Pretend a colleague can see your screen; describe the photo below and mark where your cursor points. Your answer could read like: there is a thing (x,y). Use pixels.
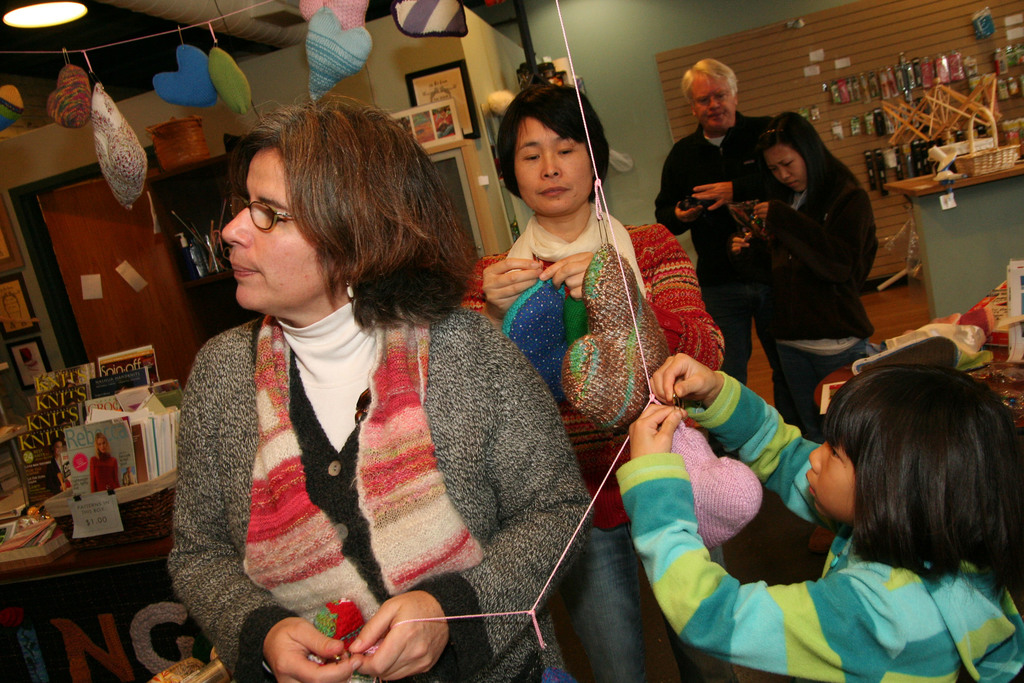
In this image I can see in the middle (415,317) three persons (391,488) are decorating, they are wearing the sweaters (547,463), on the right side (867,232) two persons (848,189) are there, they are wearing black color sweaters (814,246). In the top left hand side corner there is a light (73,18), on the left side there are books (141,423) on the table (17,571).
